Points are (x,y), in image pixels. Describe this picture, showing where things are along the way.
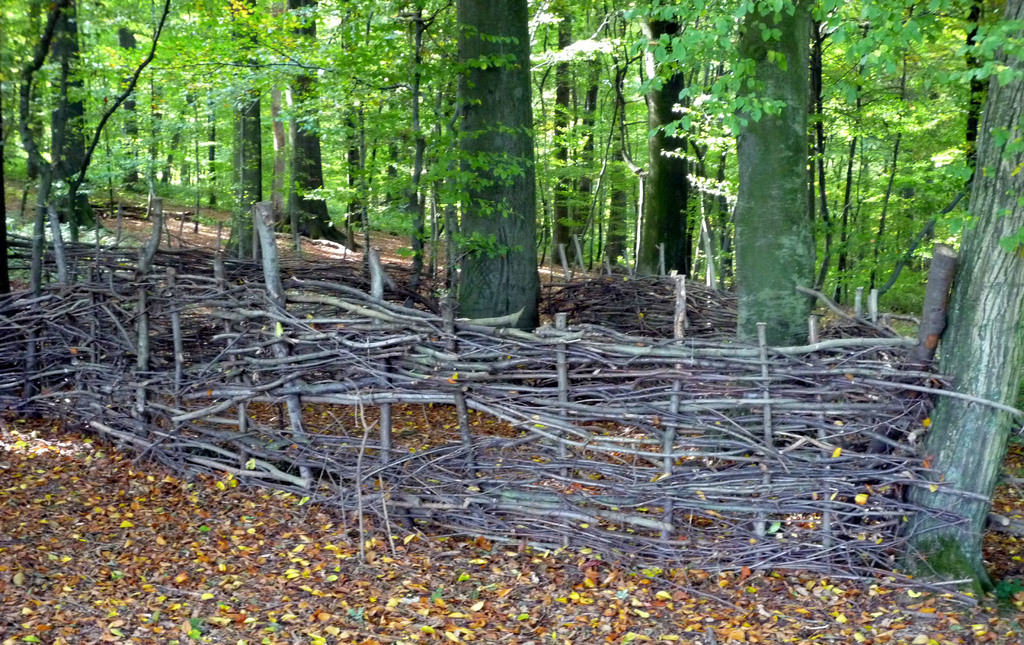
This picture shows few trees (620,215) and we see a fence (466,428) with sticks (395,386) and we see leaves (269,581) on the ground (135,504).
